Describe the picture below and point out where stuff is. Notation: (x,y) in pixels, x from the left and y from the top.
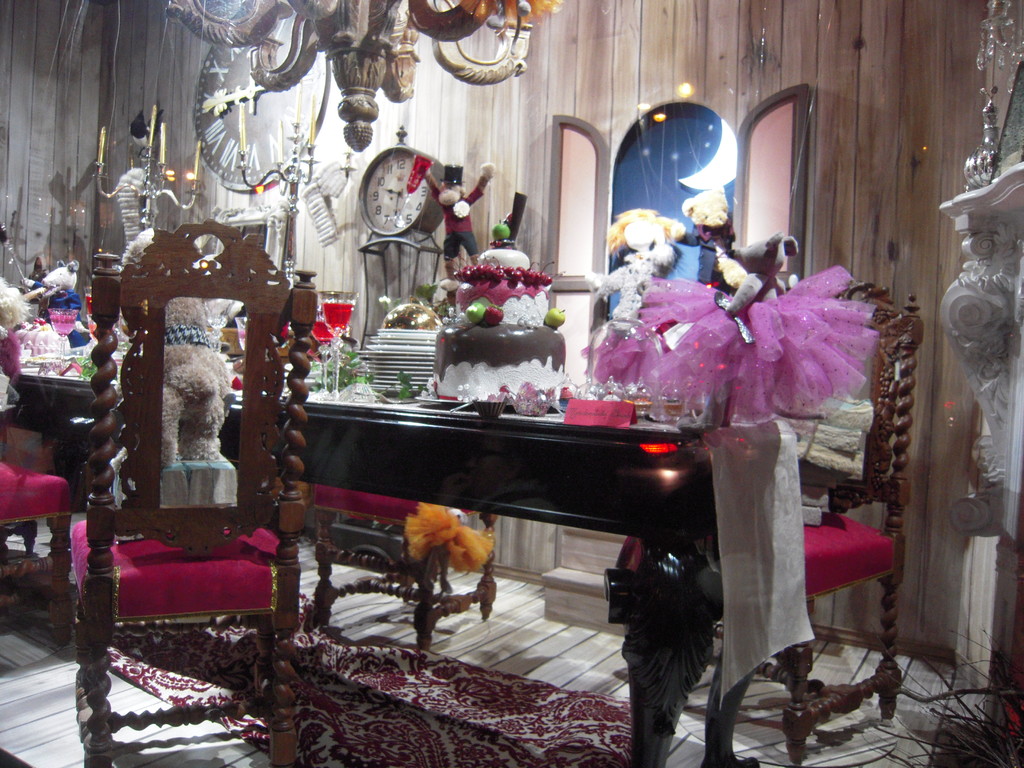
In this image there is a chair (179,559) having a doll (220,417) in it. Beside there is a table (405,455) having a cake (455,392), glasses (319,331) and few objects (358,380) on it. Behind the table (407,431) there are few chairs (895,390). A clock (378,225) is on the stand (414,261). Left side (145,207) there are few candles (99,154) on the stand (147,221). There are few toys (837,308) on the table (397,418). Background (732,95) there is a wooden wall (725,107) having a window (694,159). Top of the image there is a chandelier (458,16).
